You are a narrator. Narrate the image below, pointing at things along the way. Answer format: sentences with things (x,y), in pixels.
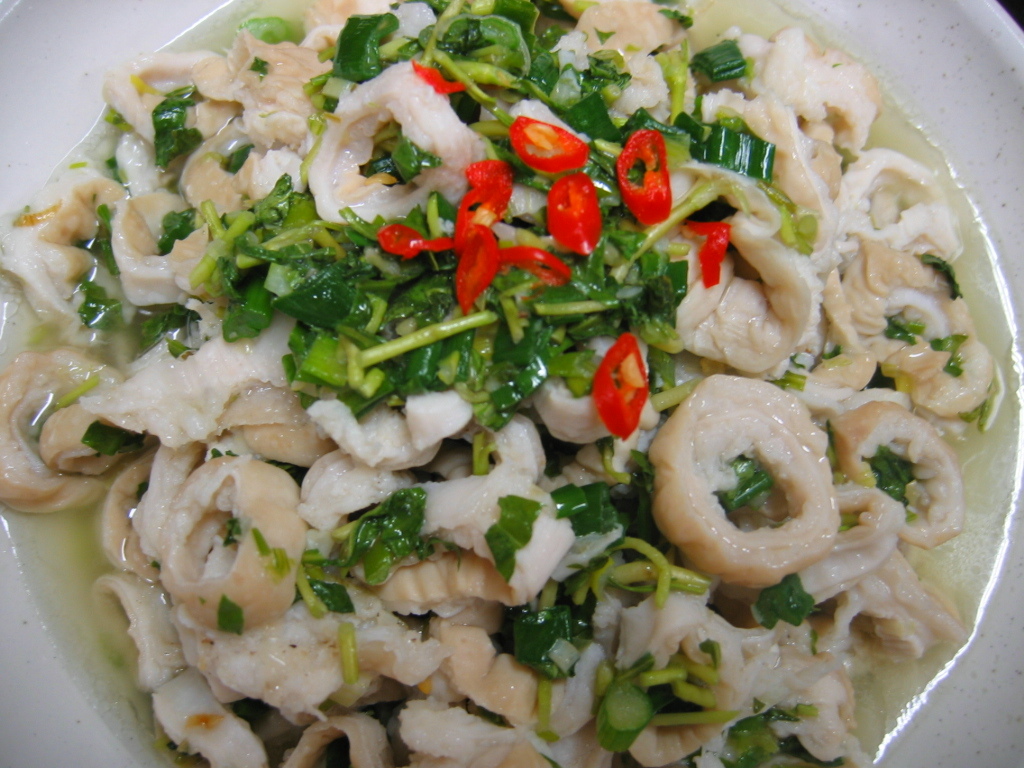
In the image there is a intestine bowl (453,509) with salad (321,363) in a bowl (967,70).
